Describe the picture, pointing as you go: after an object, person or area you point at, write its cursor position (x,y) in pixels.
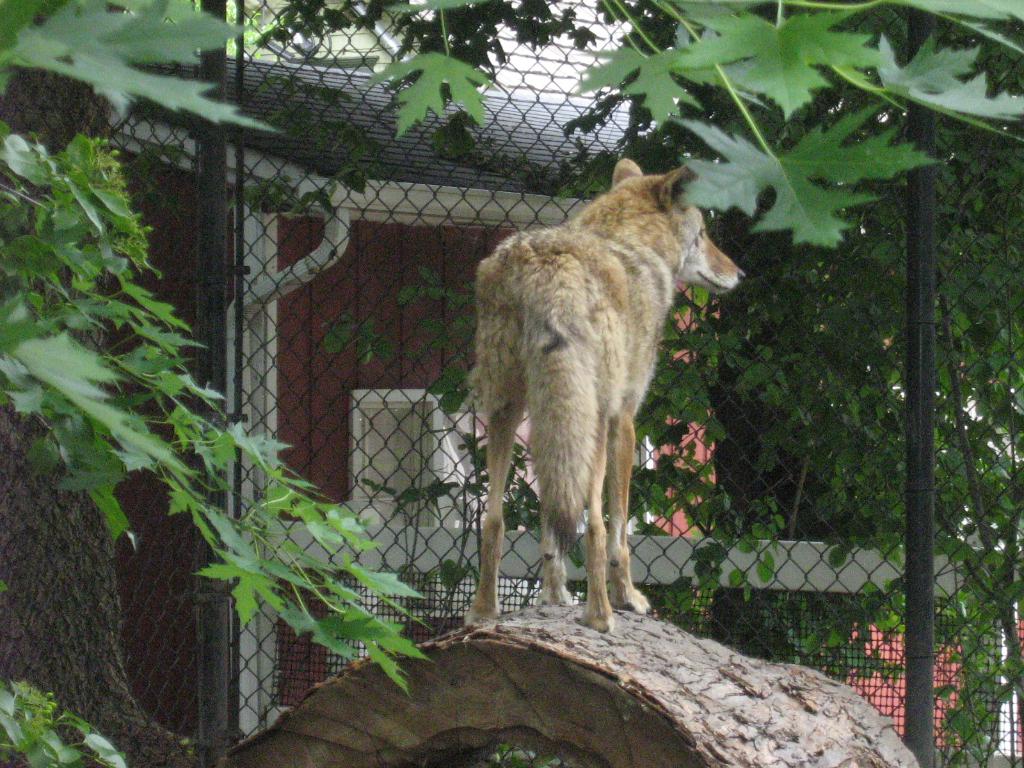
In this image there is a wooden branch (579,633). There is an animal (568,421) standing. There are leaves (306,627). There is fencing (925,387). There is a house (190,278).
